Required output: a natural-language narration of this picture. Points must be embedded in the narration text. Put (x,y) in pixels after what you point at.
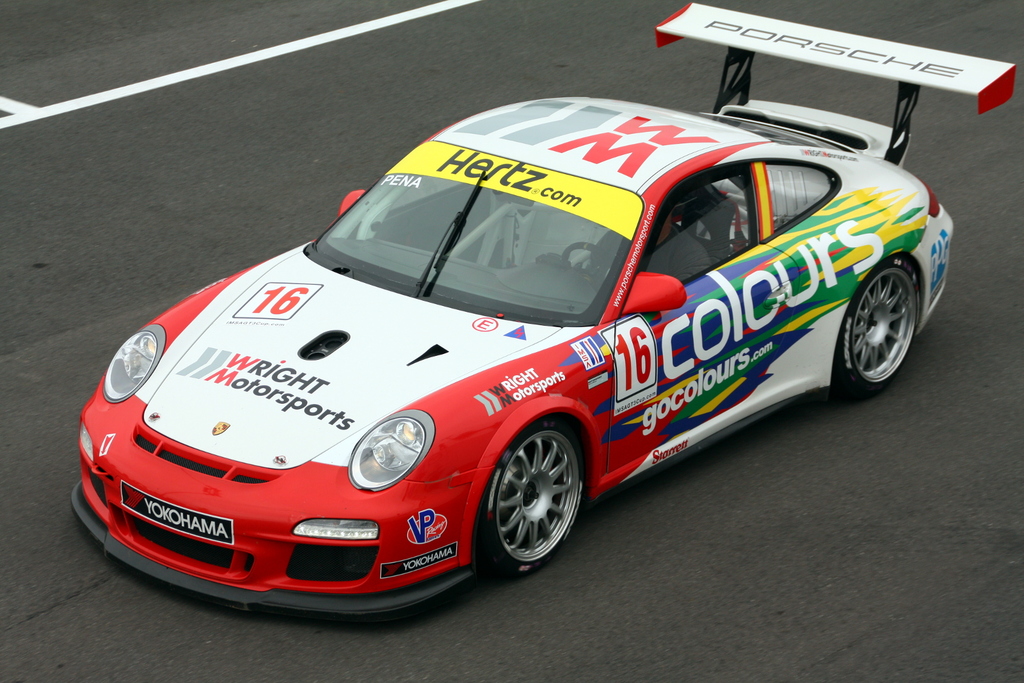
In this picture I can see a car (572,291) on the road (16,366) and I can see text (503,395) on the car (435,289).
